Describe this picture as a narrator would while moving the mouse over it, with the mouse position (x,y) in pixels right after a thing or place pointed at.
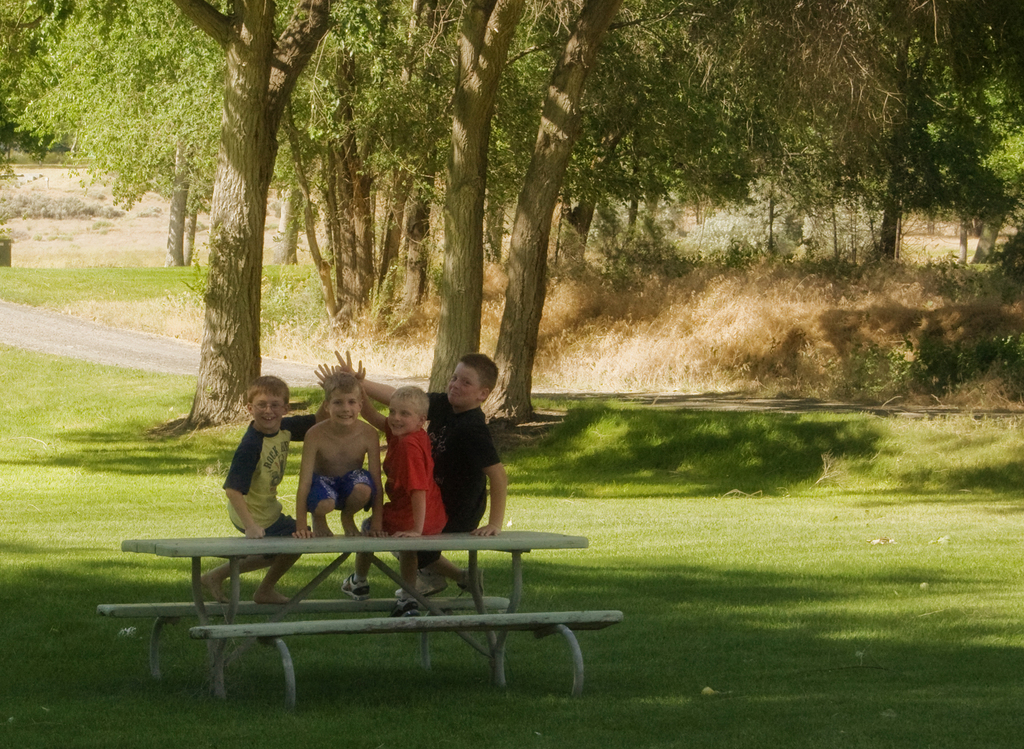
In this picture on the bench (344,552) there are four boys (312,446) sitting. In the bottom (95,697) there is a grass (698,478). In the background (330,227) there are trees (412,149) and a road (154,346).
